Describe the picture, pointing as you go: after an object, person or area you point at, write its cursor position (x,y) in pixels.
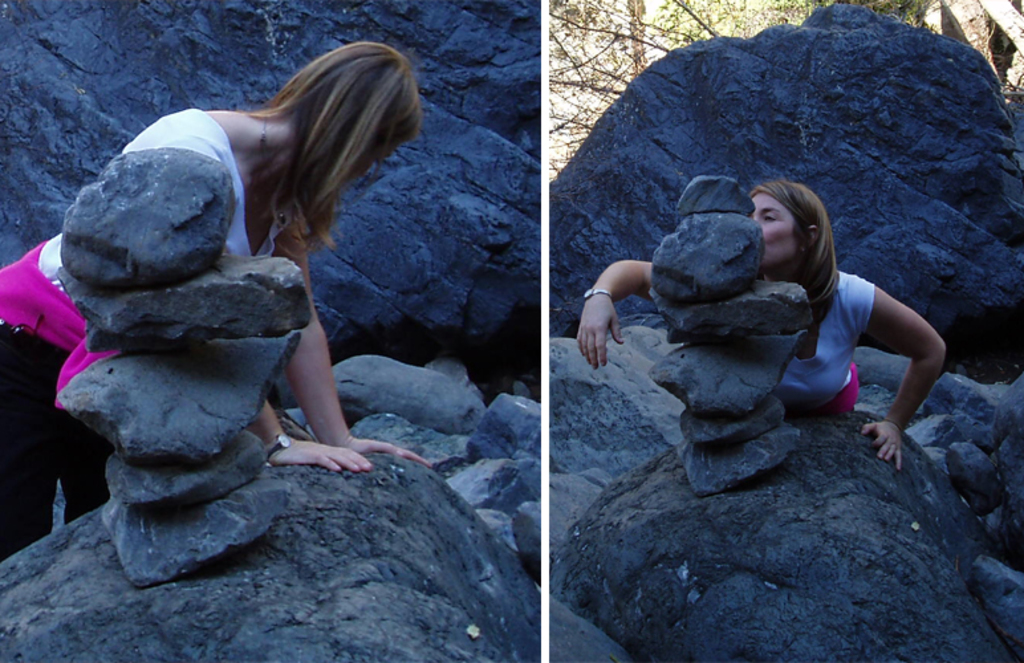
It is the collage of two images. In the image, which is on the left side (266,222) we can see that there is a girl (233,156) standing by keeping her hands (327,449) on the stone (377,473). In front of her there are stones (163,387) which are kept one above the other. In the image which is on the right side (790,249) there is a girl (786,265) who is kissing the stones (723,322). In the background (790,91) there is a big rock (743,90). Behind the rock (701,76) there are trees (652,47).
